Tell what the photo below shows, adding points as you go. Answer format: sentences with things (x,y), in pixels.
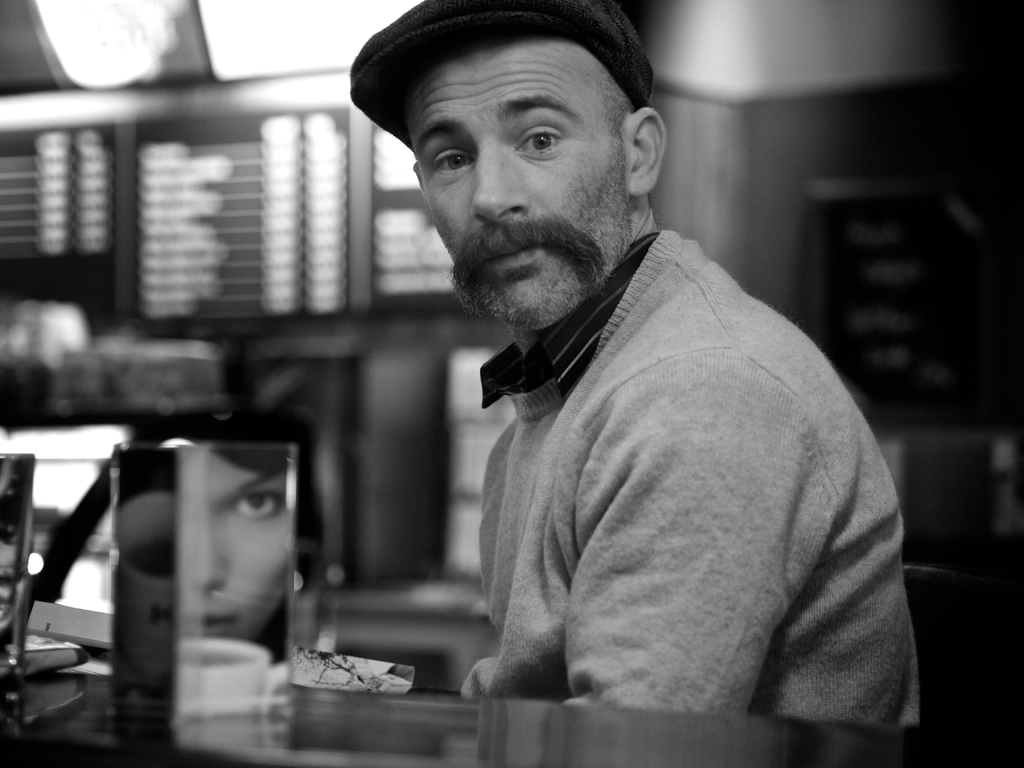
This is black and white picture, there is a man (679,575), in front of this man (588,641) we can see glass (269,612) on the surface (287,727), in this glass (276,652) we can see a person face (217,585) and cup (260,665). In the background (838,118) it is blur.
